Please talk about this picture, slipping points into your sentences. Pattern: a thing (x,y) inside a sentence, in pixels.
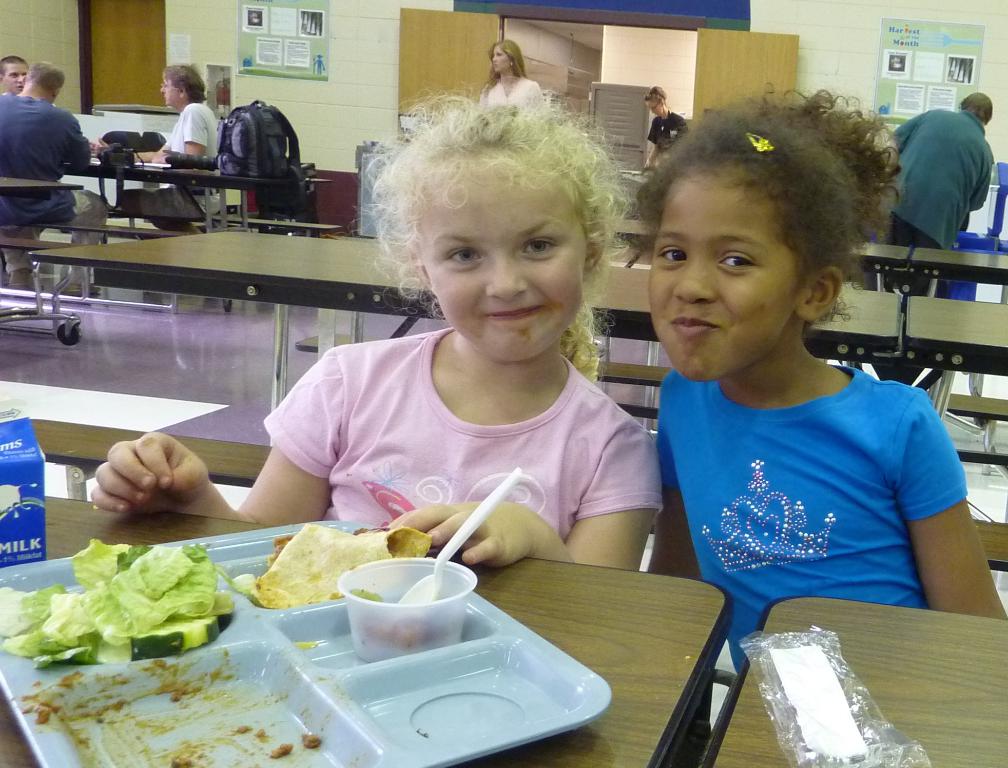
In this image there are a few people (451,357) sitting around some of the tables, there is a food item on a plate (337,666), the plate (333,653), bags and some other objects (427,627) are on some of the tables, few people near the door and some posters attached to the wall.
